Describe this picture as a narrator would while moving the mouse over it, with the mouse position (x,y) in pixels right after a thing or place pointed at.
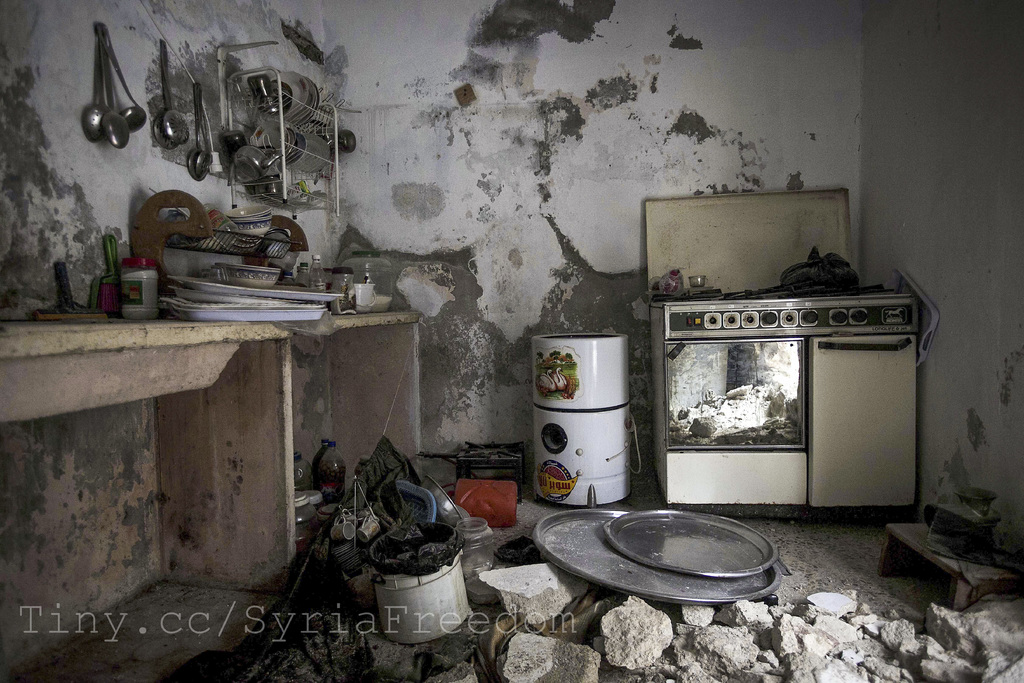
In this image we can see a cooking utensils (249,211), oven (831,415) and objects (204,285). A wall (501,349) of the house (678,119) is painted with white color.
